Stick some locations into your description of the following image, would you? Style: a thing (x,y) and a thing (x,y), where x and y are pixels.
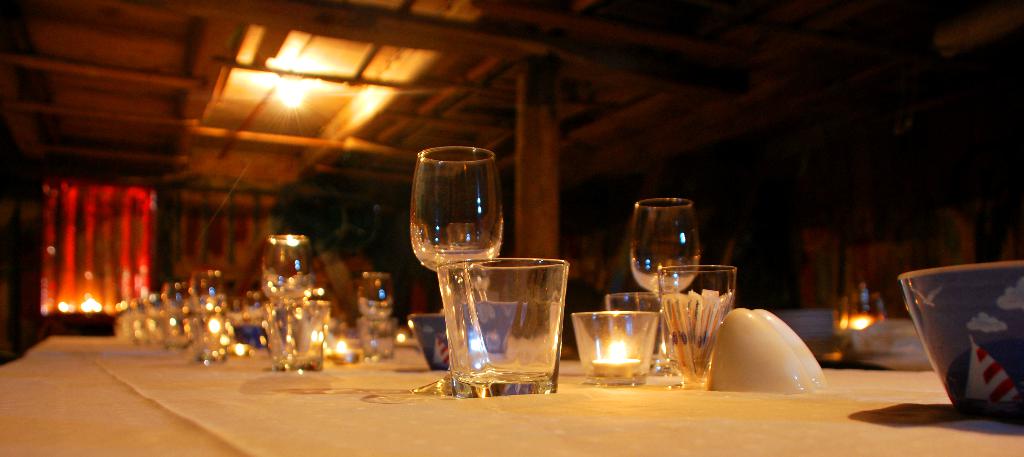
These are the wine glasses (446,179) on this dining table (551,403).
